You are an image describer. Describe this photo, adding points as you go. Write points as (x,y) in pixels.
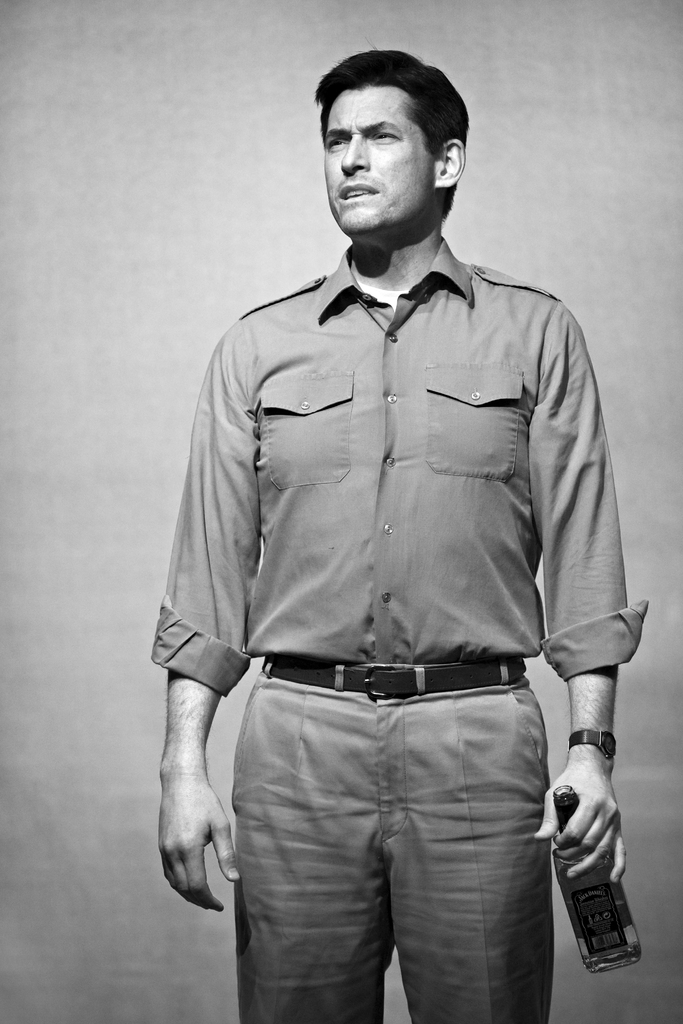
In this picture we see a man (263,910) holding a bottle (588,957) in his left hand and looking at someone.
